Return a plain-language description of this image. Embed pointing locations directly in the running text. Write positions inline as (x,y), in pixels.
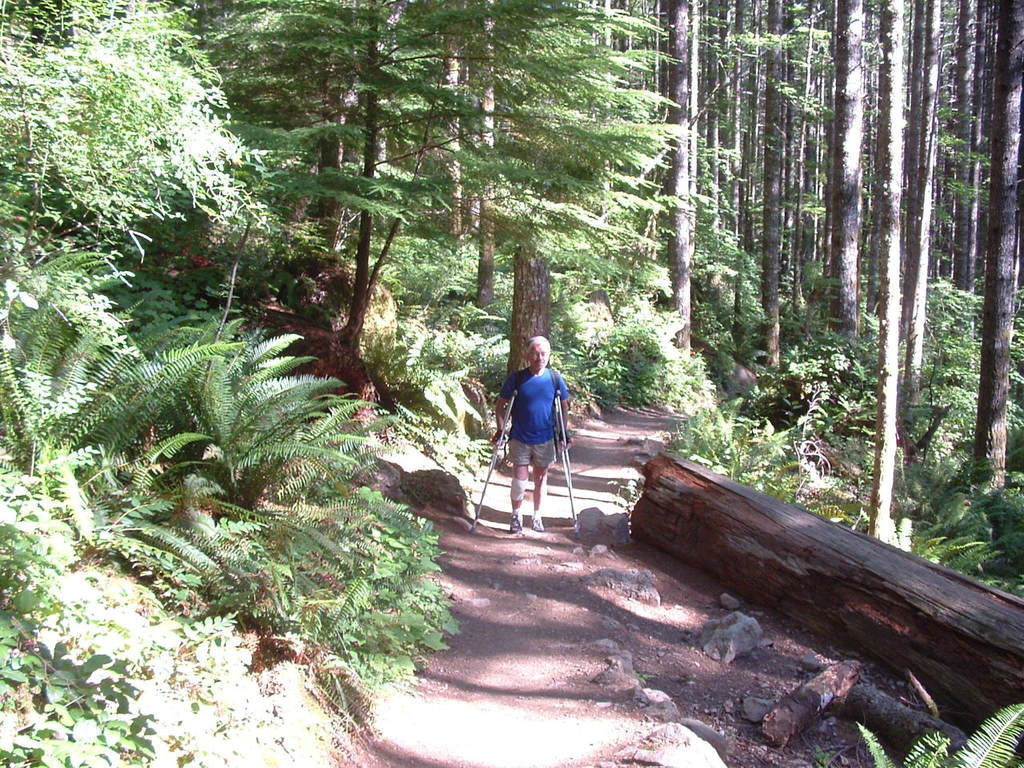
In this image there is a person (538,498) walking with support sticks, there are few trees (588,138) and few trunks (833,598) of the trees (809,596).
